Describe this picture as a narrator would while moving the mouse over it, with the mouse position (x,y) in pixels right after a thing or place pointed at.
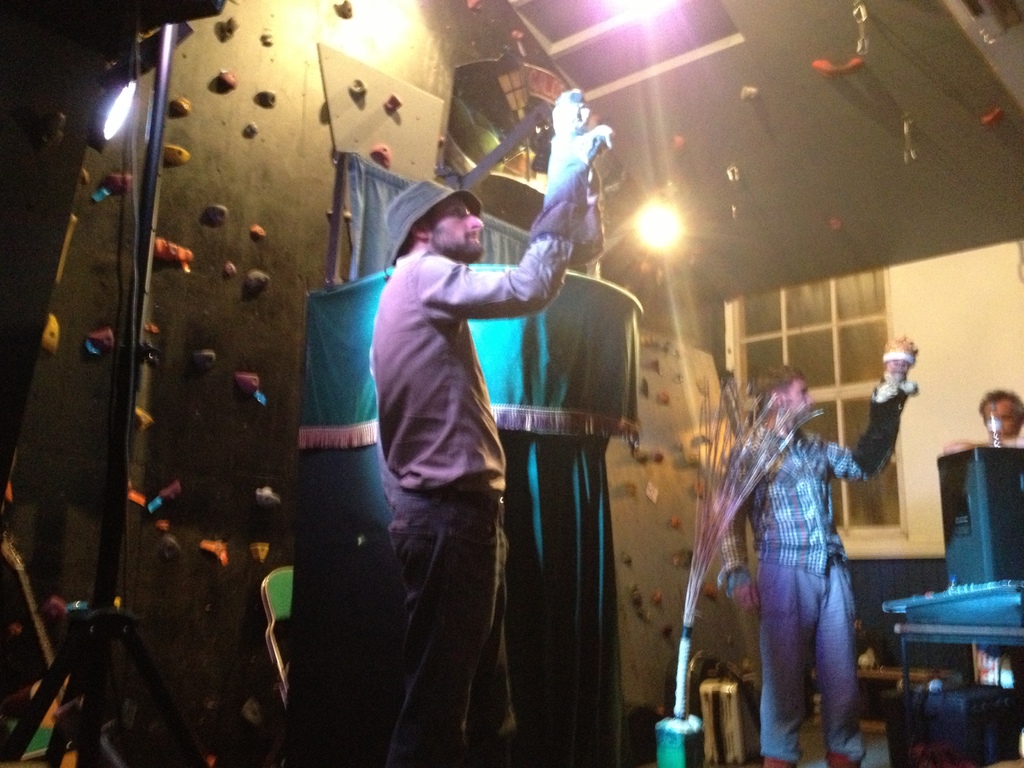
There is some event is being conducted there are two men (816,626) and they are holding dolls (555,172) with their hands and behind the men (495,500) there is a booth (579,297) covered with cloth (322,322) and on the right side (845,412) there is a window (893,479) and a person (983,436) is standing beside the window (841,515), there is a speaker (972,577) and some other equipment (939,621) in front of that person (993,405) and there are different colors of lights (644,33) falling on them.
